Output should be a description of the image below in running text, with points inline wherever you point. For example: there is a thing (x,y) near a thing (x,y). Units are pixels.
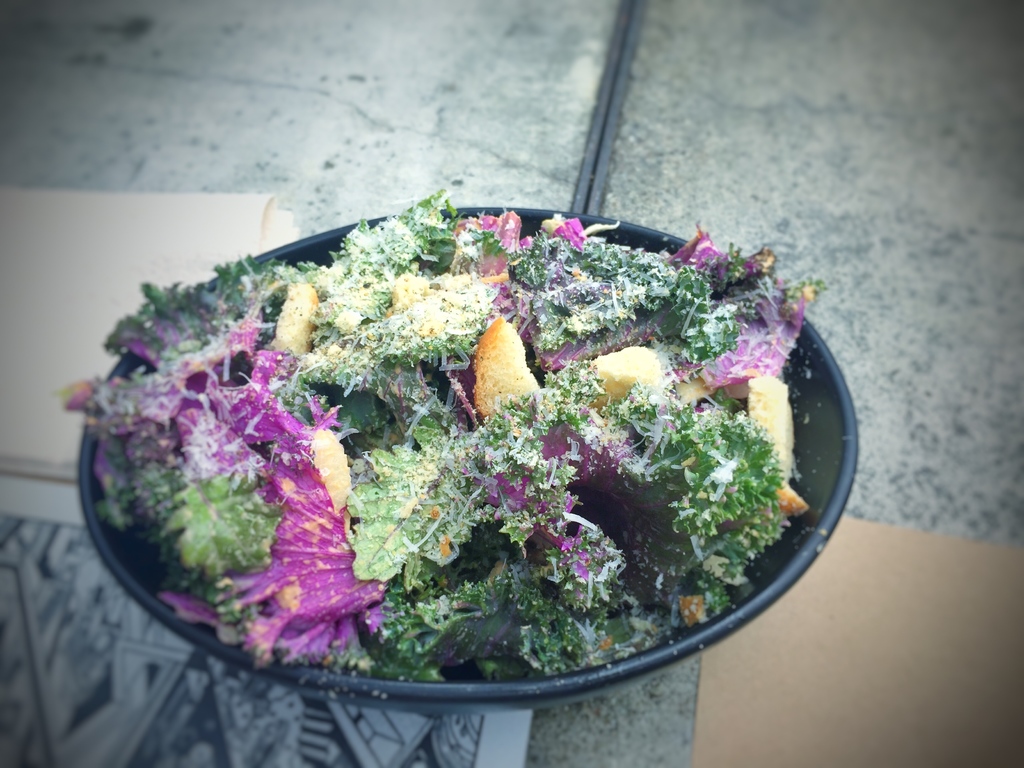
In the center of the image (535,412) we can see a plate (458,690) containing salad (444,507) and napkins (881,653) placed on the table (619,737).
